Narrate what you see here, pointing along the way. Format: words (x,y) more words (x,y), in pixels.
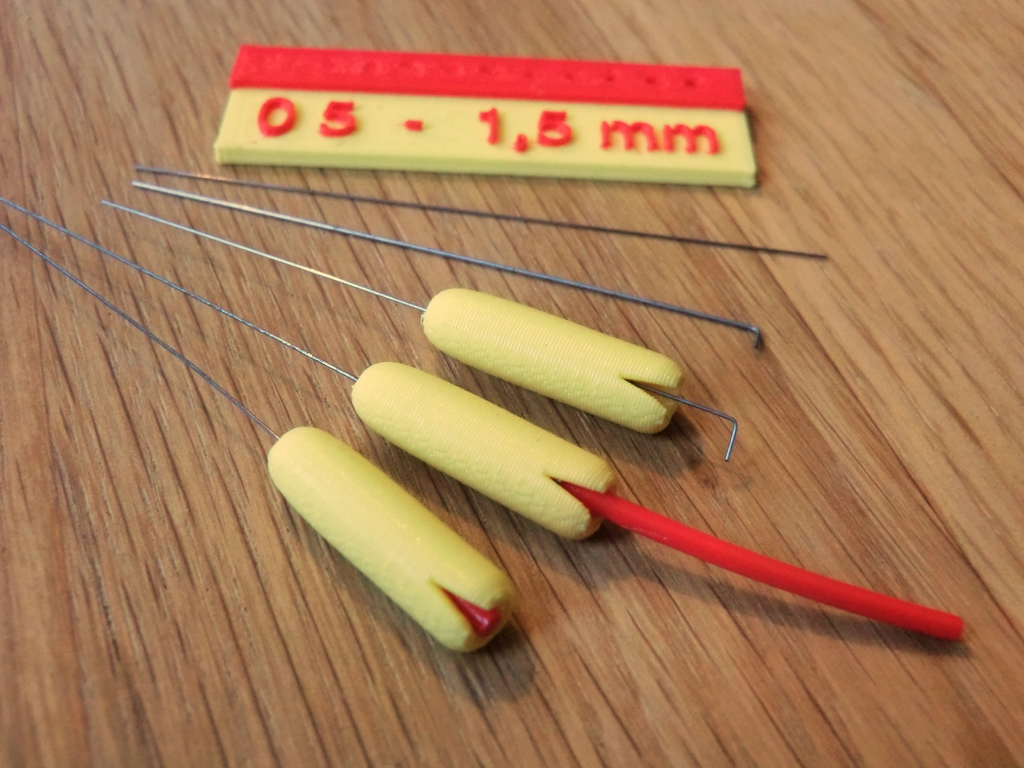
In the middle of the image (511,434) there are few objects (339,228) on the table (565,208). There is a scale (411,97) on the table (929,157). At the bottom of the image (221,678) there is a wooden table (508,677).
